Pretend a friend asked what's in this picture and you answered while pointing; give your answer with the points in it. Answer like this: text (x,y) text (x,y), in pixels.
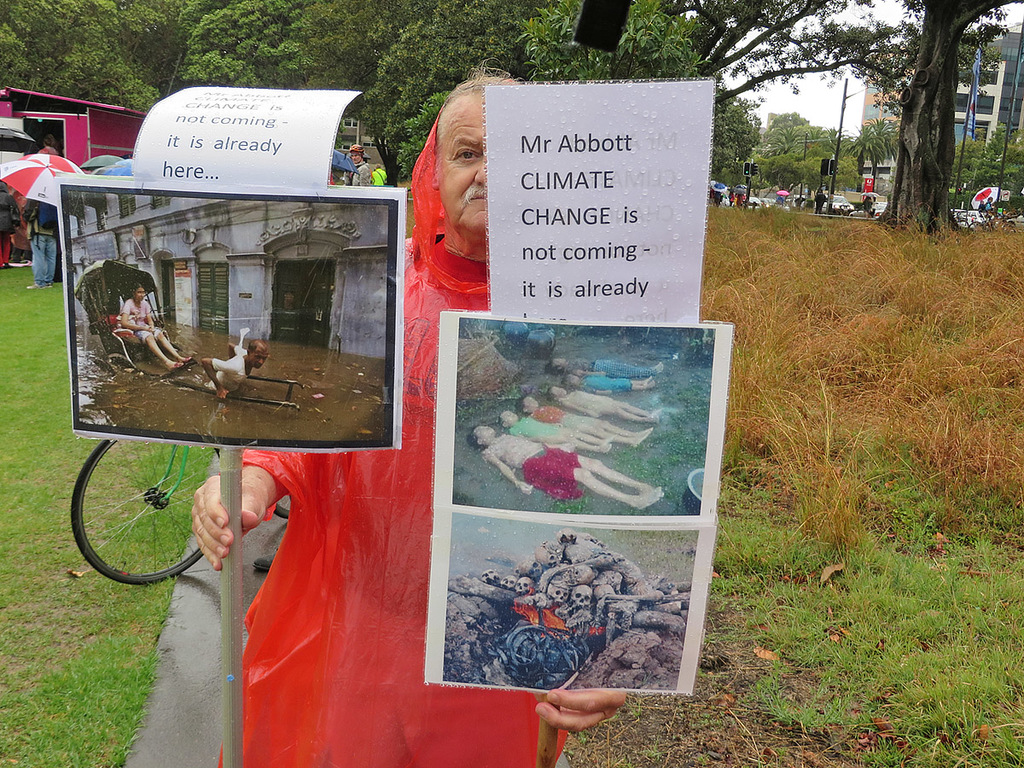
In this picture, we see an old man (418,350) is wearing a red color raincoat (423,452) and he is holding the placards (305,384) and the white boards (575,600) with some text (544,220) written on it. At the bottom (3,633), we see the grass (122,641), dry leaves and the road (176,702). Behind him, we see a bicycle (161,502). On the left side (5,216), we see the people (14,203) are standing and they are holding the umbrellas (46,201) in their hands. Beside them, we see a pink color building (85,137). On the right side (719,198), we see the people (737,198) are standing. Beside them, we see the poles (839,145). We see the trees (927,145) and a building (878,119). There are trees (374,75) in the background (375,77).
